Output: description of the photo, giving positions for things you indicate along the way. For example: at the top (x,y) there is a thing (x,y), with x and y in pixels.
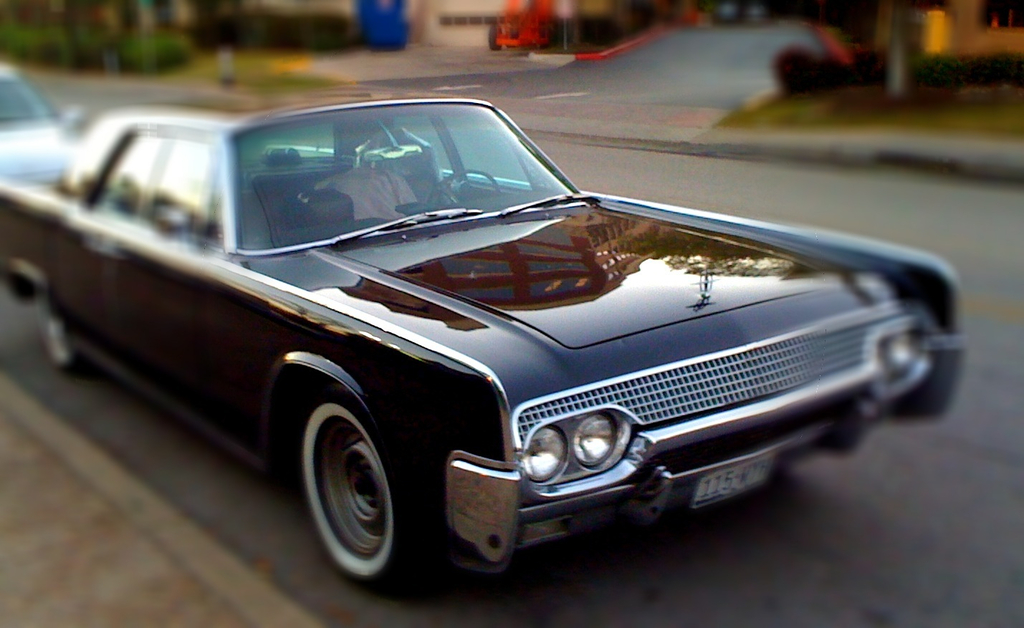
In this image we can see vehicles (338,206) on the road (211,480) and a blurry background (455,8).
